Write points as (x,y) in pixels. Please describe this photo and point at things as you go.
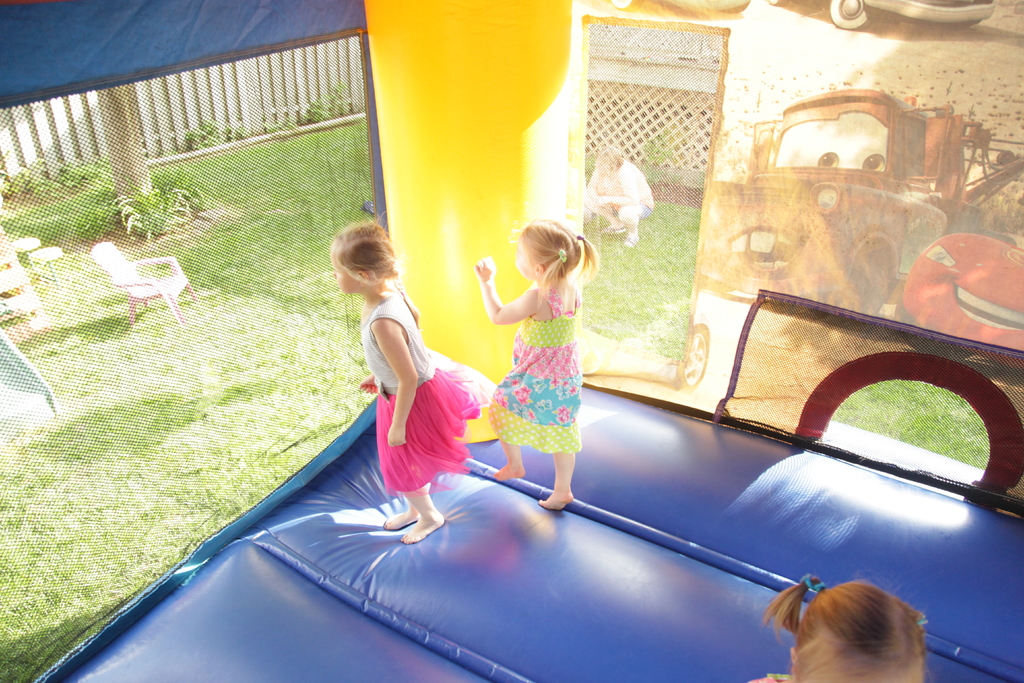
Here I can see three girls (453,433) are jumping on a inflatable castle (584,505). On the left side (135,458), I can see the grass (177,445) and there are few empty chairs (151,292). On the right side (893,290), I can see a banner (842,211) and a person (637,170) is sitting on the ground (631,260).
